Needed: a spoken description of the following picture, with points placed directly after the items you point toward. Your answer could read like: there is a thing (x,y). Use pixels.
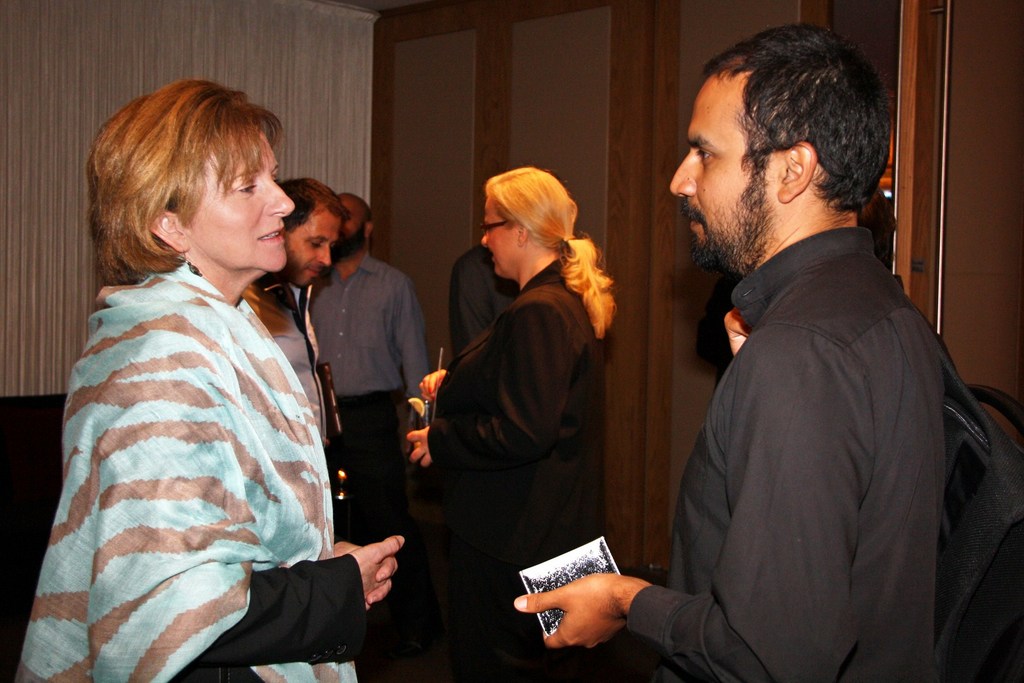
In this image we can see some group of persons (481,419) standing and talking to each other and at the background of the image (341,84) there is wall (332,98) and cupboards (425,233).
